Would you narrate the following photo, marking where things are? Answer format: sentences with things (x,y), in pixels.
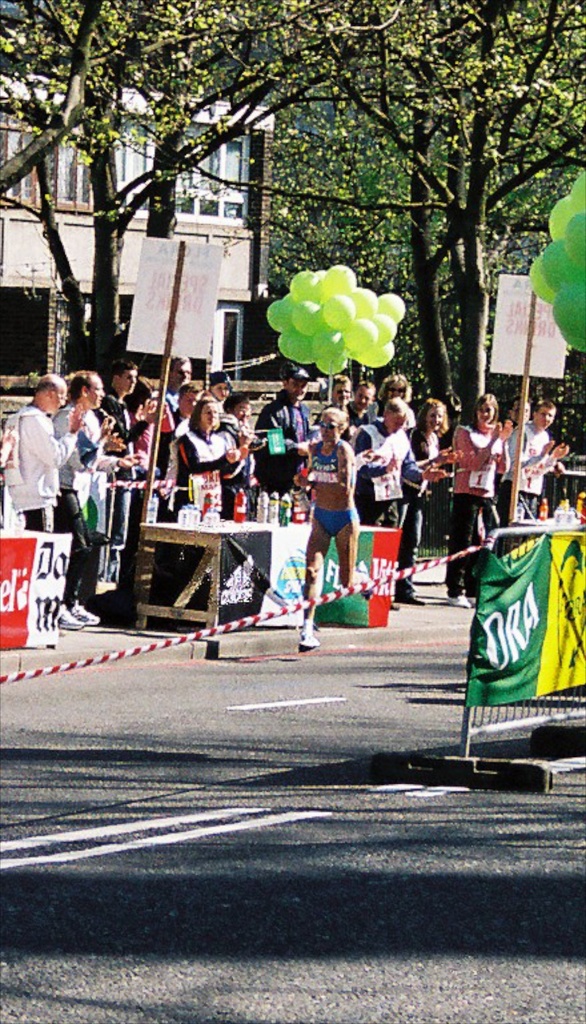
In this image a person (335,447) is running on the road (312,693). Beside there is a table (283,531) having few bottles (244,518) on it. Behind few persons (208,433) are standing on the road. Few balloons (319,346) are in air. Behind the table (154,539) there is a pole (168,356) having a board (159,315) attached to it. Right side (531,342) there is a pole (525,381) having a board (519,350) attached to it. Beside there are few balloons (567,294). Right side (513,653) there is a fence (456,773) having a banner (565,537) attached to it. Behind the persons (49,456) there are few trees (288,86) and buildings (263,306).
